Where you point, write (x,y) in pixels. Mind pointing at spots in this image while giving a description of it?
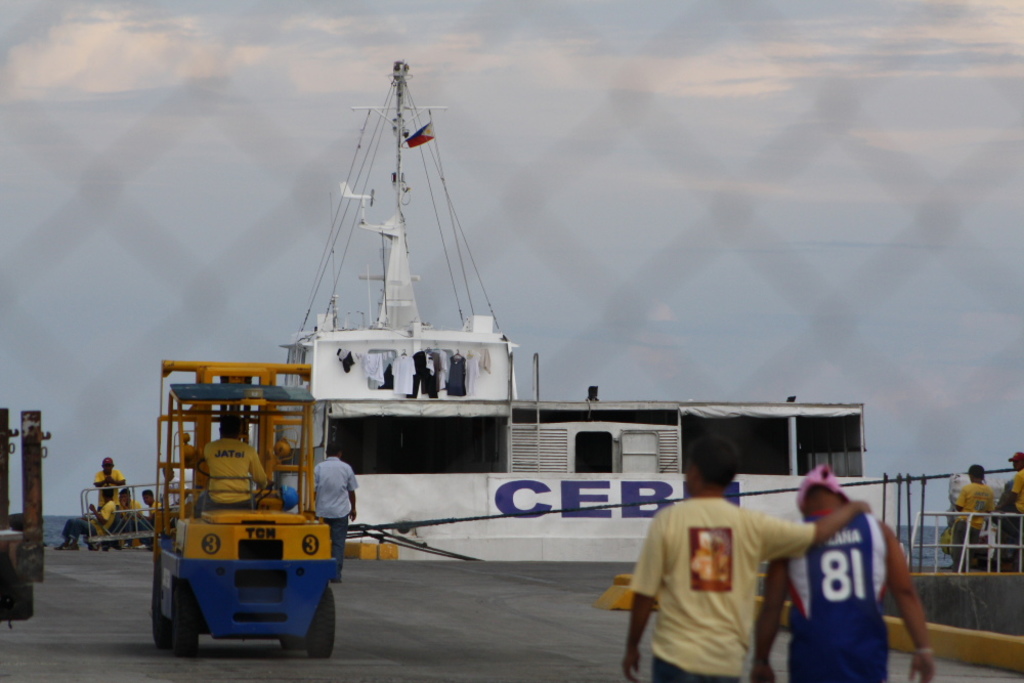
In this image we can see a ship (504,410), in front of the ship (400,420) there few vehicles (234,559), which are on the road (460,643). On the right side (740,593) there are two persons (827,637) walking on the road (785,635). In the background (524,224) there is a sky (619,210).
